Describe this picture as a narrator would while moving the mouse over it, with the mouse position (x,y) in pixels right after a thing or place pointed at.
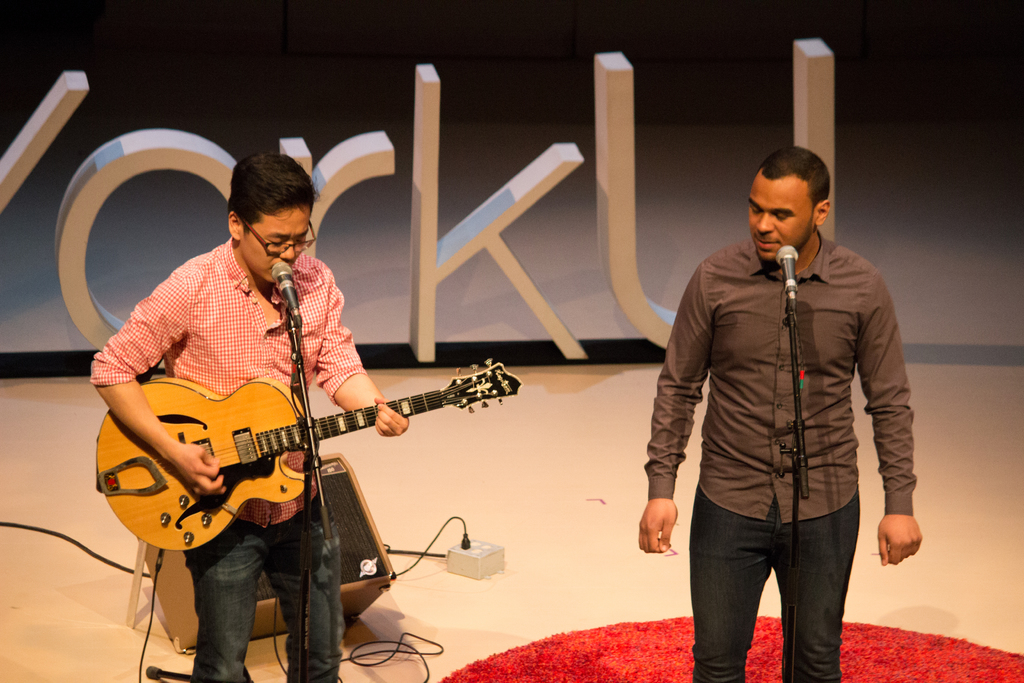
In this Image I see 2 men (286,214) who are standing in front of the mics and this man (202,571) is holding a guitar (213,411). In the background (188,578) I see an equipment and few letters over here.
